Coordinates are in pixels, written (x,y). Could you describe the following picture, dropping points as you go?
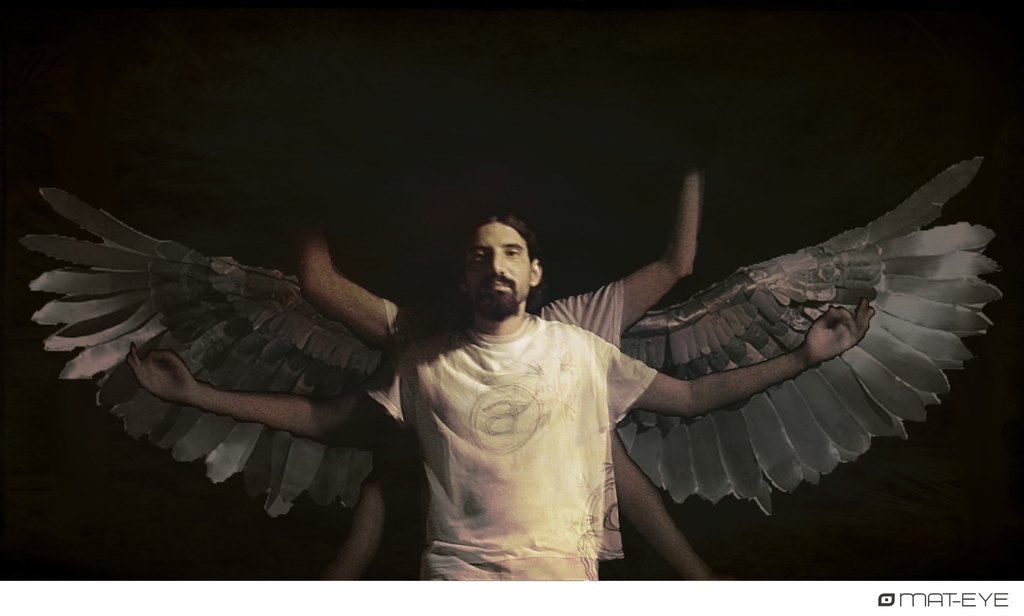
The man (414,364) in the middle of the picture (485,369) wearing white T-shirt (512,451) is standing. Behind him, we see a man (564,301) wearing white T-shirt (588,317) is standing. Behind him, we see the wings (676,429) of a bird (248,362). I think they are performing a dance. In the background (433,205), it is black in color. This picture might be clicked in the dark.
